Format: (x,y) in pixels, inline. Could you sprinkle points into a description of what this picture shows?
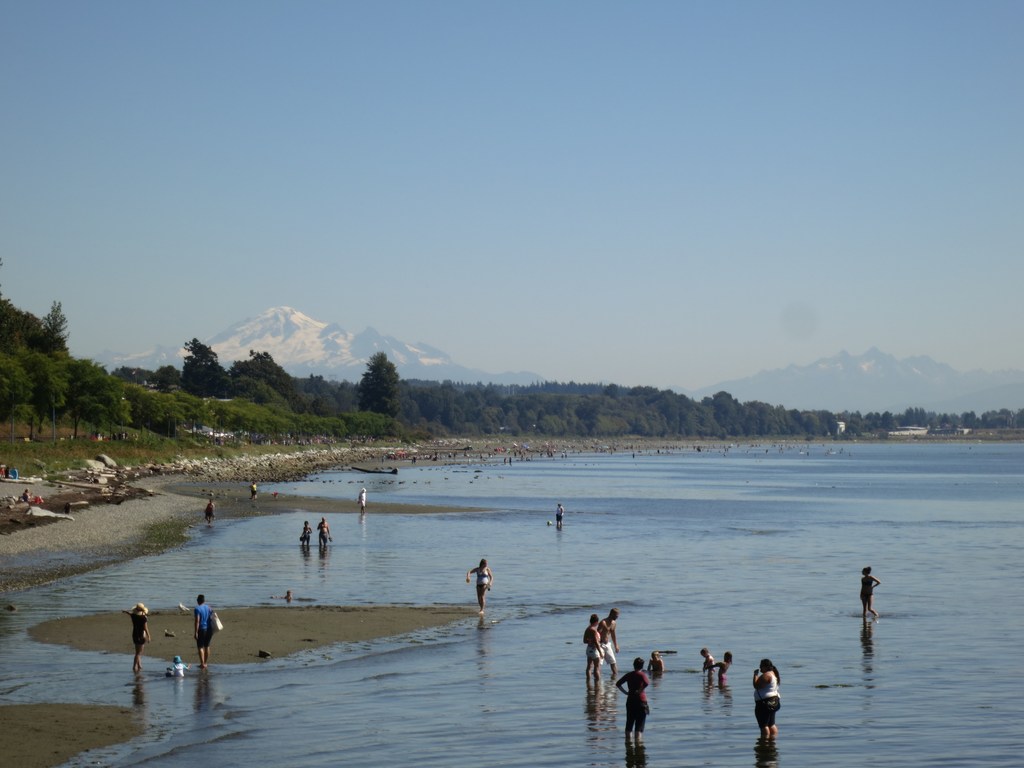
There is water (562,553). And some people (601,644) are standing in the water (732,689). On the bank (149,516) of that there are many trees (253,428). In the background (393,395) there are trees (437,408), mountains (402,355) and sky (640,228).
